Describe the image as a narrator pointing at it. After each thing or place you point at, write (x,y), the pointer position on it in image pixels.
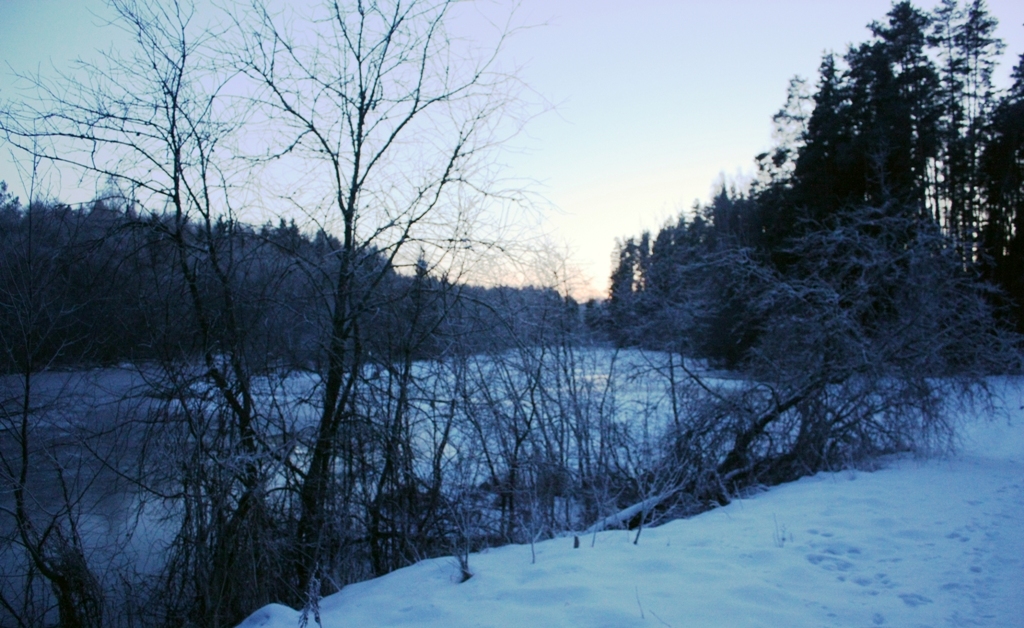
In this picture I can see trees (742,427) and snow (692,551). In the background (611,193) I can see the sky (597,173).
